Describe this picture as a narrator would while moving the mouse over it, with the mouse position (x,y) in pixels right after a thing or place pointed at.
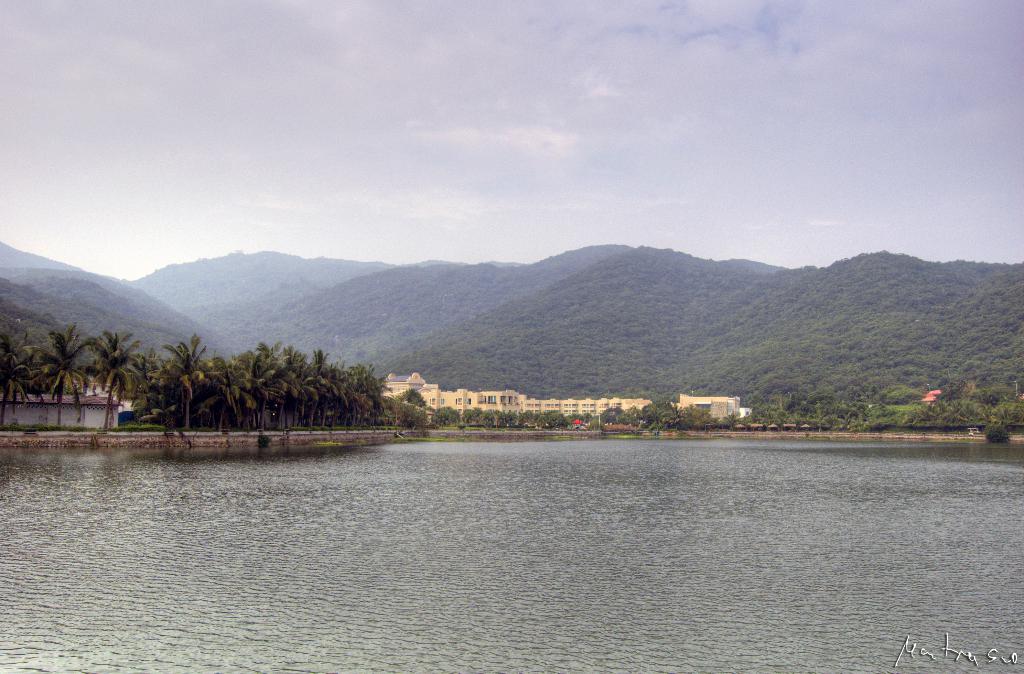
In this image I can see the water (440,554) and many trees (276,420). In the background (439,406) I can see the buildings (392,374), mountains (403,272) and the sky (402,119).
